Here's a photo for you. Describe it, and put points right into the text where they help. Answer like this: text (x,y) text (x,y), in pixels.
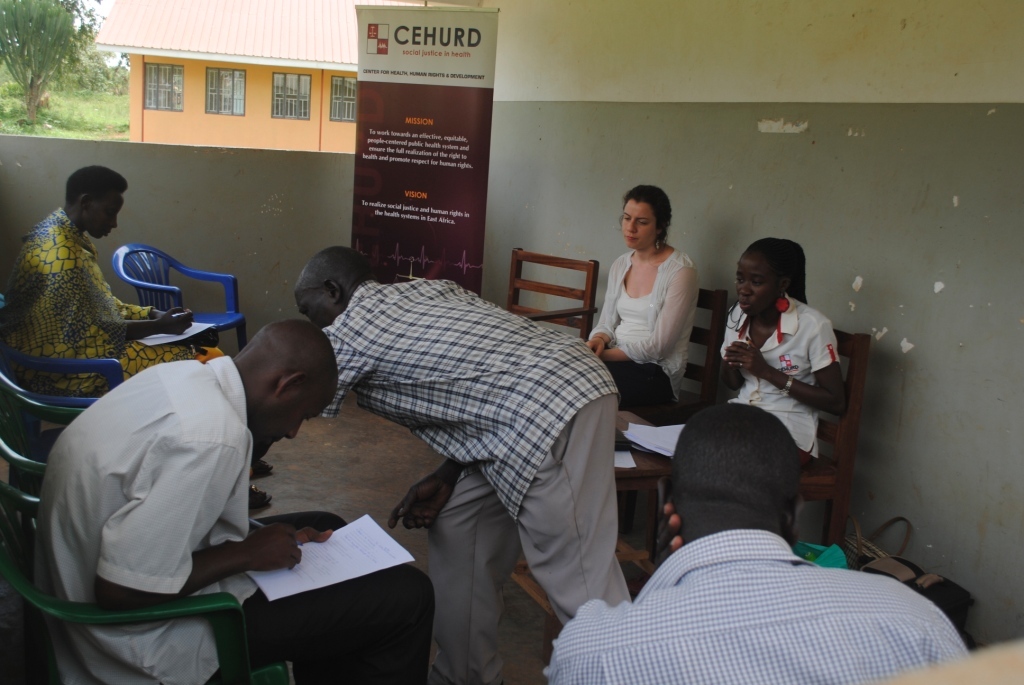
In this image there are few people (626,343) sitting in the chairs (708,405) and writing in the paper (322,571). In the middle (486,433) there is a person (477,416) who is bending. In the background (427,143) there is a banner (452,157) kept beside the wall (721,104). At the top (232,81) there is a building (197,51). Beside the building (230,62) there is tree (61,65).
